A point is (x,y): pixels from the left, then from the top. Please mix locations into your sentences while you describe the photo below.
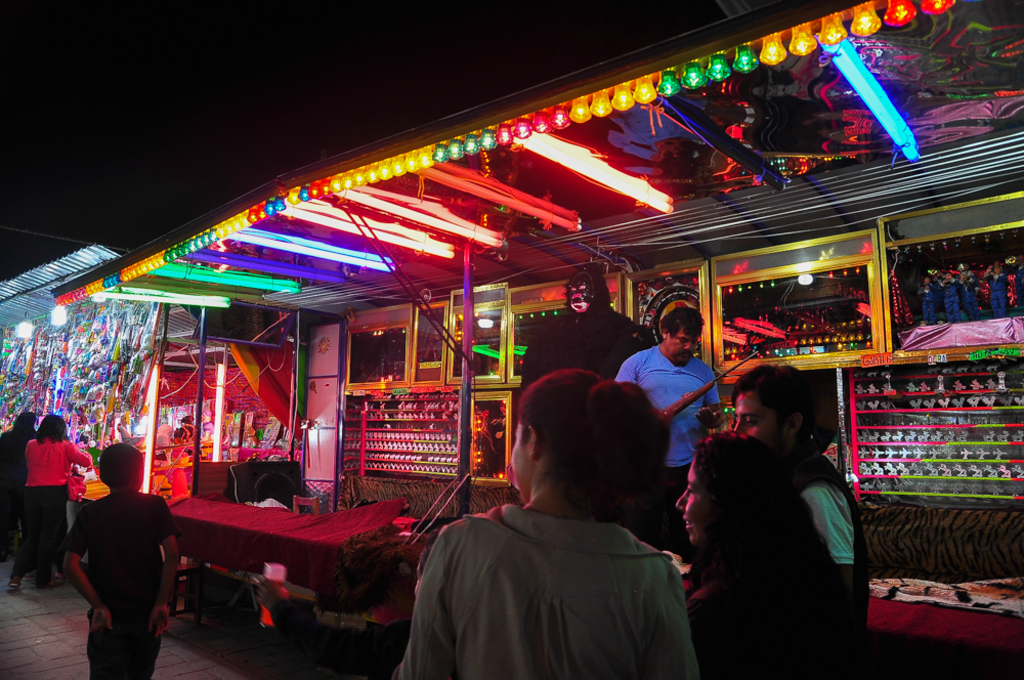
In this picture we can see a few people (531,581) standing on the path (59,654). There are some lights (560,115) and a few toys (87,418) in the shop (104,485). We can see other objects (933,342).
